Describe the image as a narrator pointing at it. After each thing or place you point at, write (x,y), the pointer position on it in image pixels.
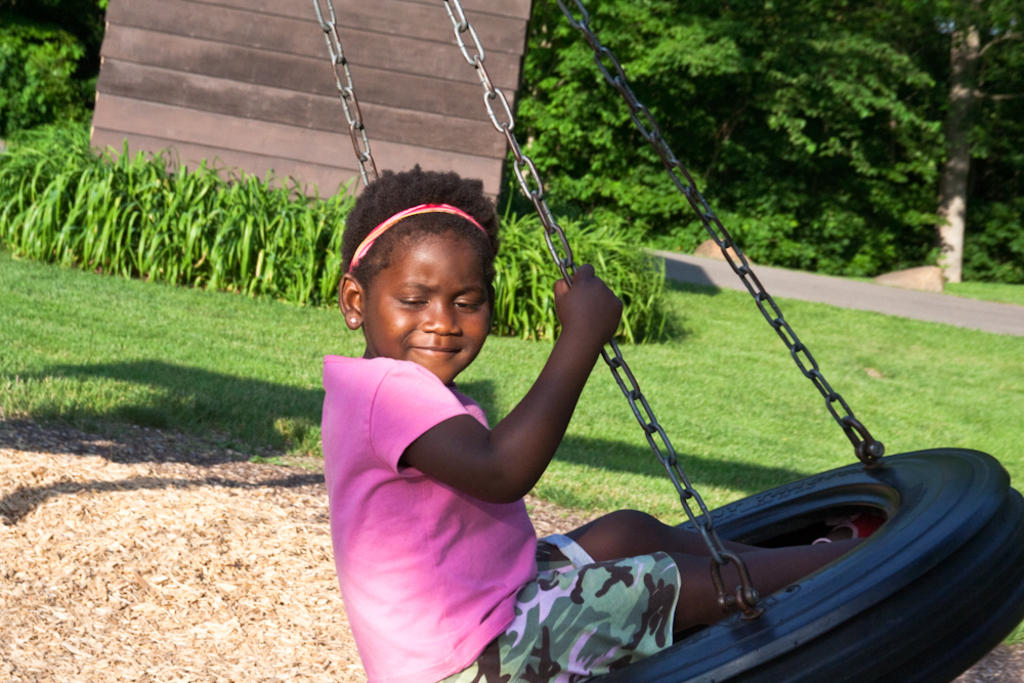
In this image we can see a girl (479,650) sitting on a swing (934,562) and she is smiling. Here we can see grass (909,441), plants (552,316), and a wall (393,28). In the background (609,17) there are trees (600,143).
